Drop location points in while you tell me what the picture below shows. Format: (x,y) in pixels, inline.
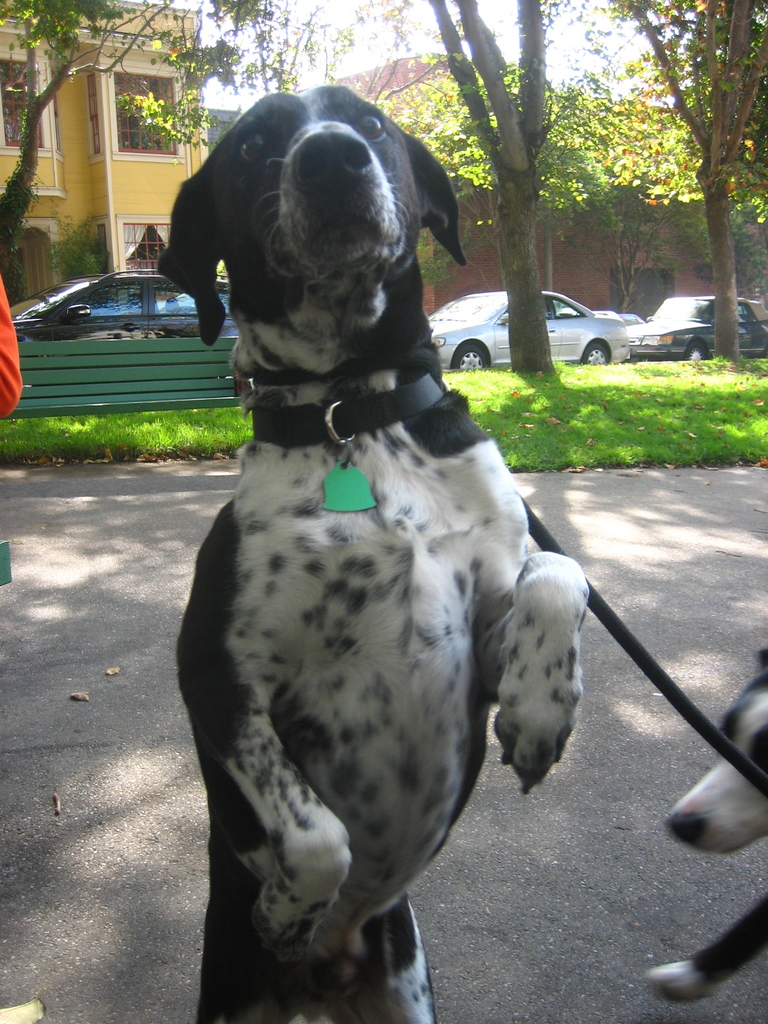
In the foreground (313,476) there are dogs (381,782), on the road (190,573). On the left (0,383) there is a person's hand (8,357). In the center of the picture (511,425) there are cars (163,284), trees (511,160), bench (135,389), grass (124,433) and buildings (96,107). Sky (303,86) is sunny.
